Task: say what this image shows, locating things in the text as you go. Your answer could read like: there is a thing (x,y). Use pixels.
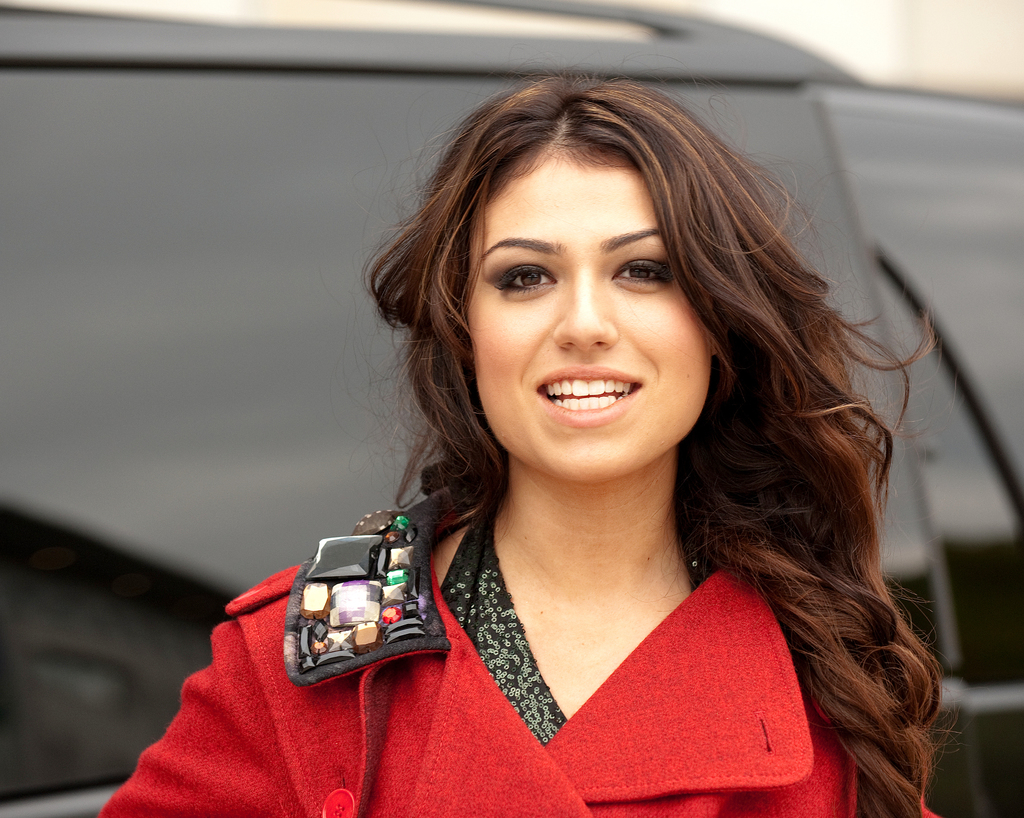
In this image we can see a woman (476,621) smiling and posing for a photo and in the background (940,363), we can see an object (279,429) which looks like a vehicle (690,104).
